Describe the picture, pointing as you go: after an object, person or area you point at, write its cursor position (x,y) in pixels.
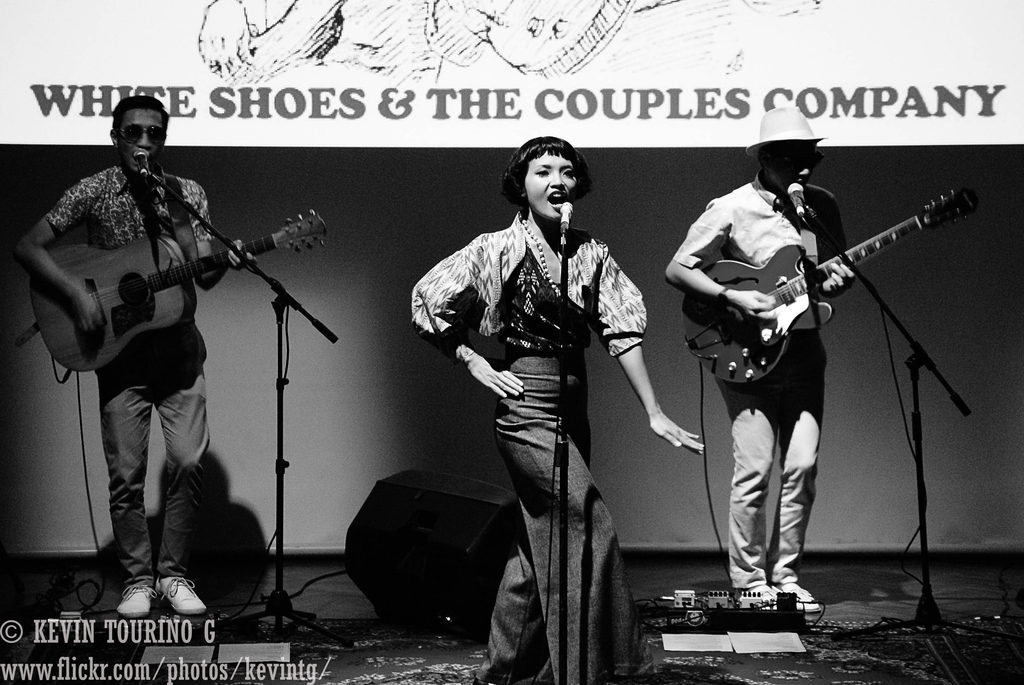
In this image I can see two men (139,183) and women (533,324) are standing. I can also see both the men (735,562) are holding guitars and one of them is wearing a hat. Here I can see he is wearing a shades (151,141). and I can see three mics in front of them.
